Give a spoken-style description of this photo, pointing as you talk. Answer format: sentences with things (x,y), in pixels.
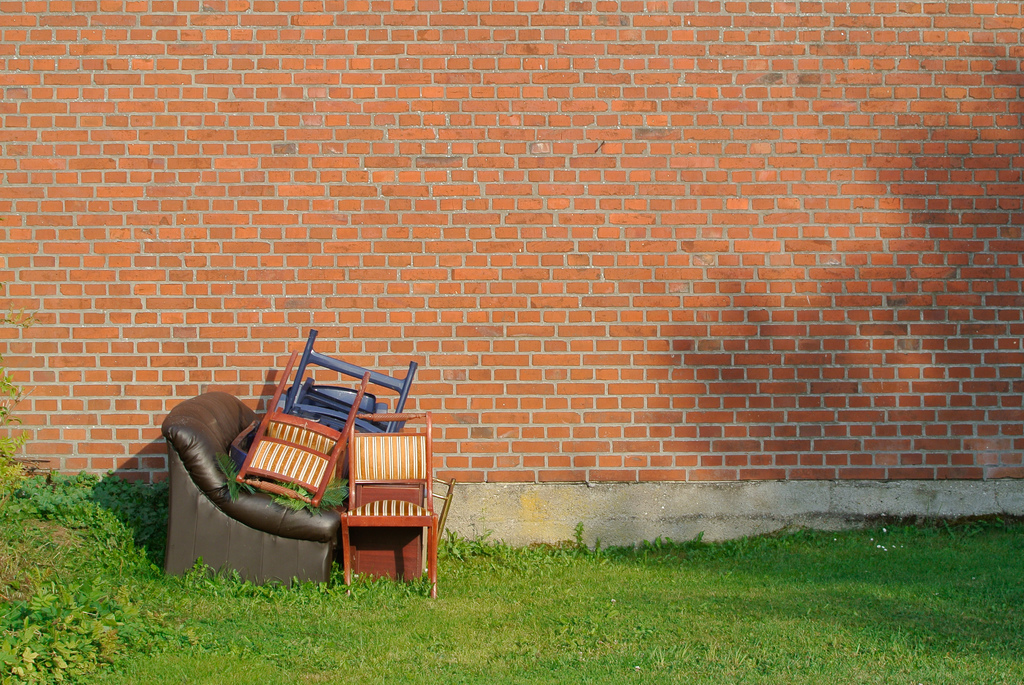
In this image we can see some chairs (227,507) and other objects (241,510) on the ground (573,610) and we can see the grass (706,633) and plants (6,610) and in the background (747,412), we can see the wall (599,312).
